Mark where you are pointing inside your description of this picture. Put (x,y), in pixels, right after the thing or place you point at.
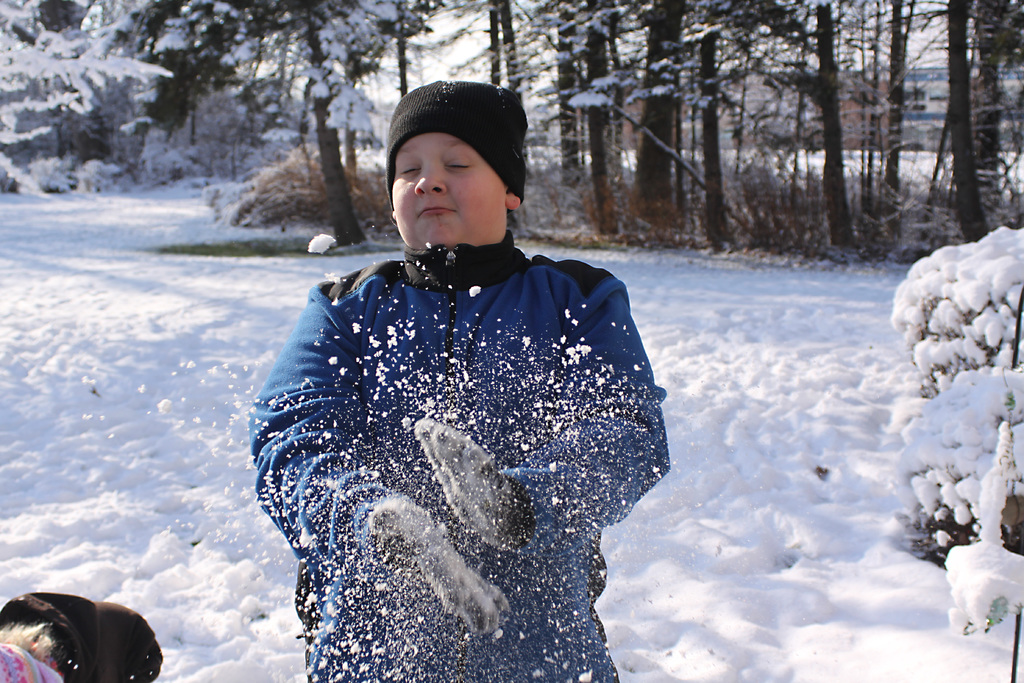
In the picture we can see a person (259,492) standing on the snow surface (704,544), the person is wearing a blue color jacket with a black cap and in the background (853,157), we can see grass plants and near to it we can see trees (969,176) and snow (832,280) on it.
